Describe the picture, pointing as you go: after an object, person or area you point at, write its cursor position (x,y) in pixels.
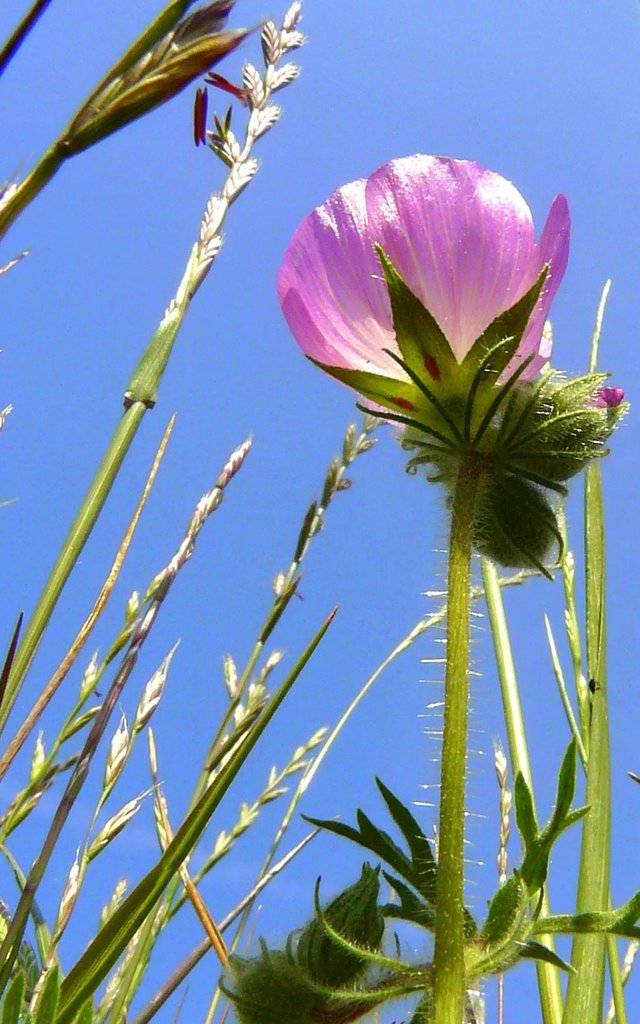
In this image, we can see a flower (425,348) with stem (438,910) and leaves (489,937). Here we can see few plants (63,920). Background (167,759) we can see the sky (99,403).
